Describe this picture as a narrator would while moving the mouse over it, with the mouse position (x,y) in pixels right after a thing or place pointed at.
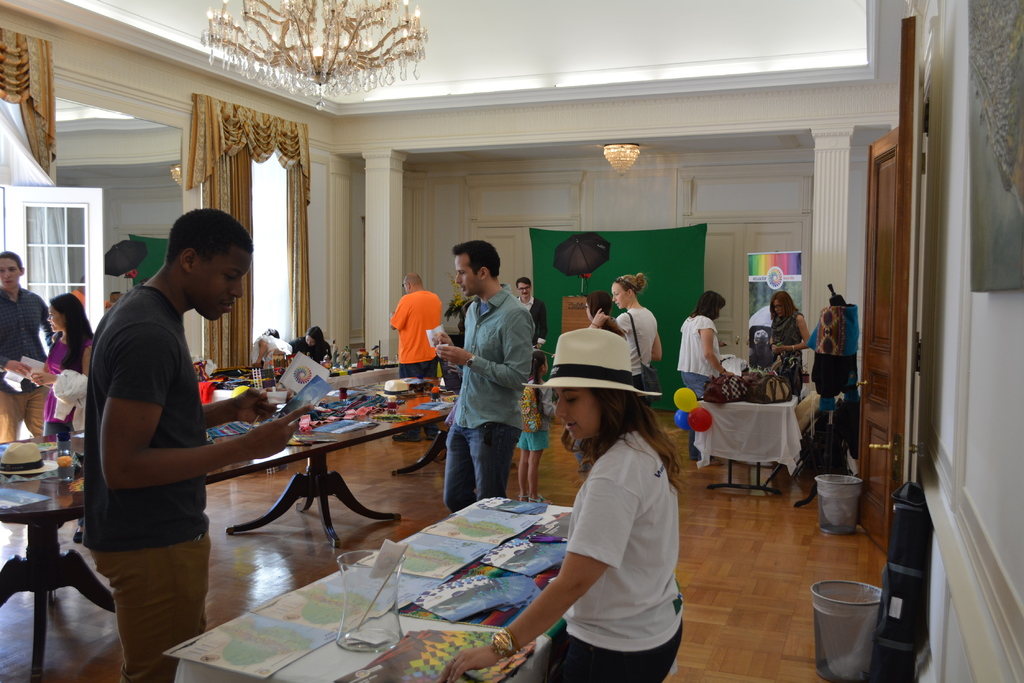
In this picture we can see a group of people (619,282) where they are standing and holding papers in their hands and in front of them we can see table (331,674) and on table (316,663) we have cards (249,641), jar (376,622), some items (366,399), cap (6,456) and in background (204,156) we can see curtains (246,150), pillar (383,183), wall (585,195), light (607,148), chandelier (384,64).
